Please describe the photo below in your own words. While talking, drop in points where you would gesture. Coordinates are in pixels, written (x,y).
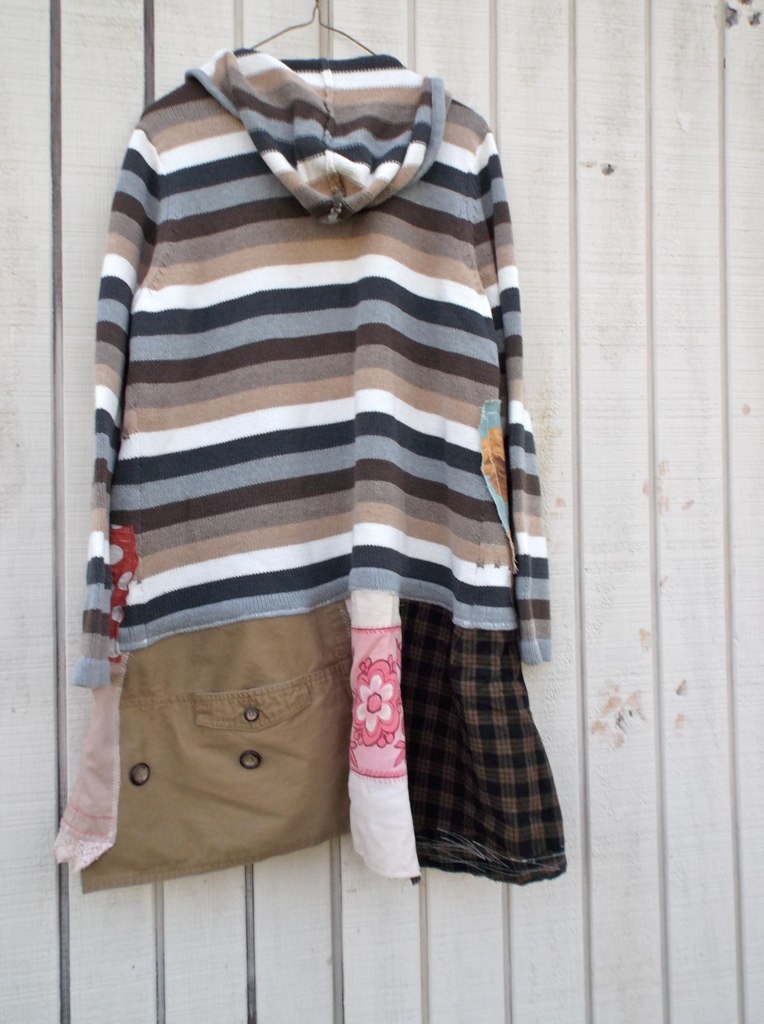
This picture shows clothes (372,109) to the Hanger (341,32) and we see a wooden wall (580,169) on the back (622,610).
